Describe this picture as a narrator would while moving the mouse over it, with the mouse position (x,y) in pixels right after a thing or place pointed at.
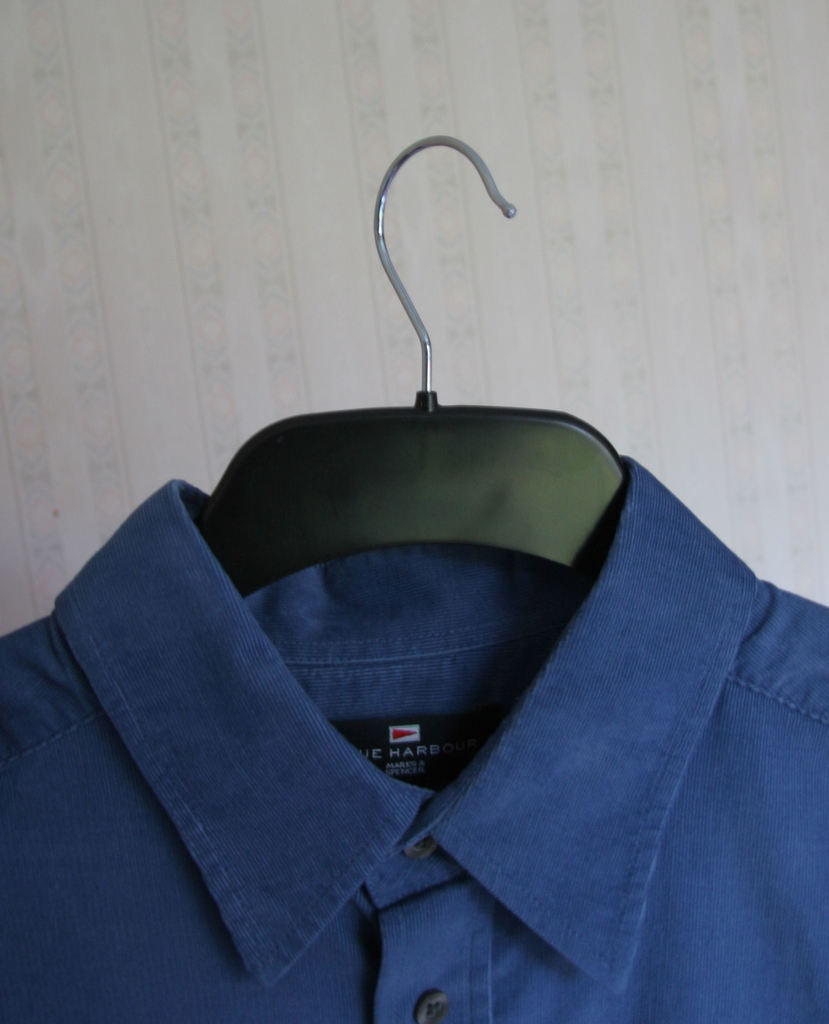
Here in this picture we can see a shirt (277,666) present in a hanger (233,577) over there.
